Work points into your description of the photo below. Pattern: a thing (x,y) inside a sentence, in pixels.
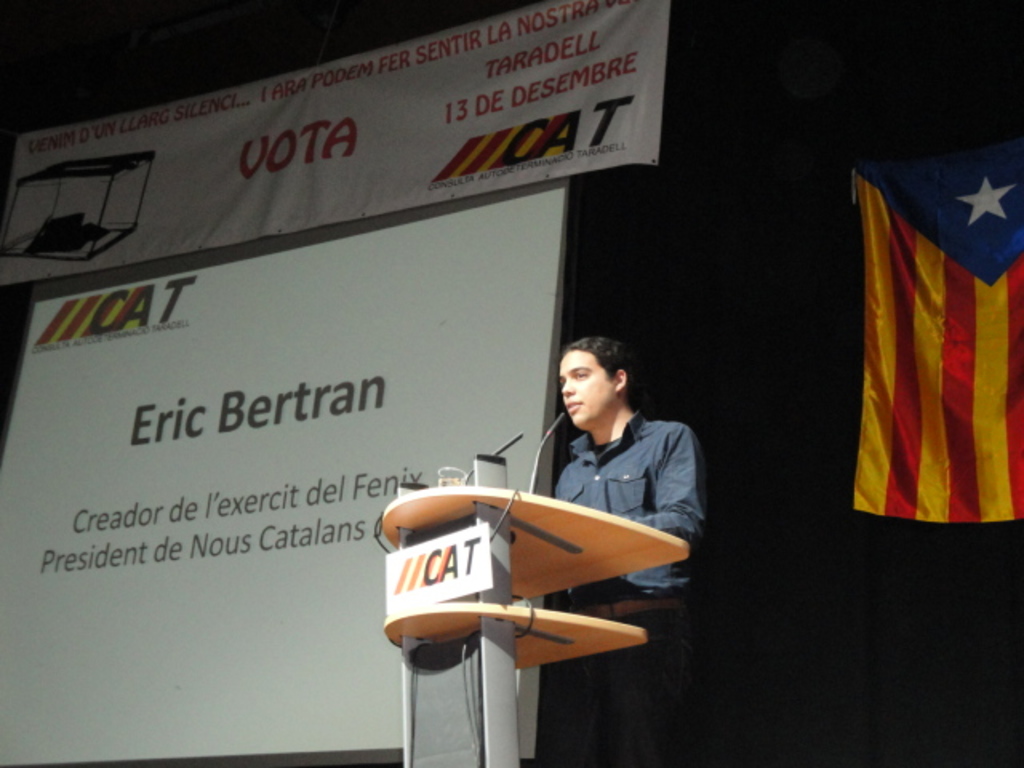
In this image we can see a man (670,640) is standing, in front of him podium (457,519) is there. He is wearing grey color shirt (640,462). Background of the image (279,315) banner (580,78), screen (468,252) and flag (881,345) is present.
